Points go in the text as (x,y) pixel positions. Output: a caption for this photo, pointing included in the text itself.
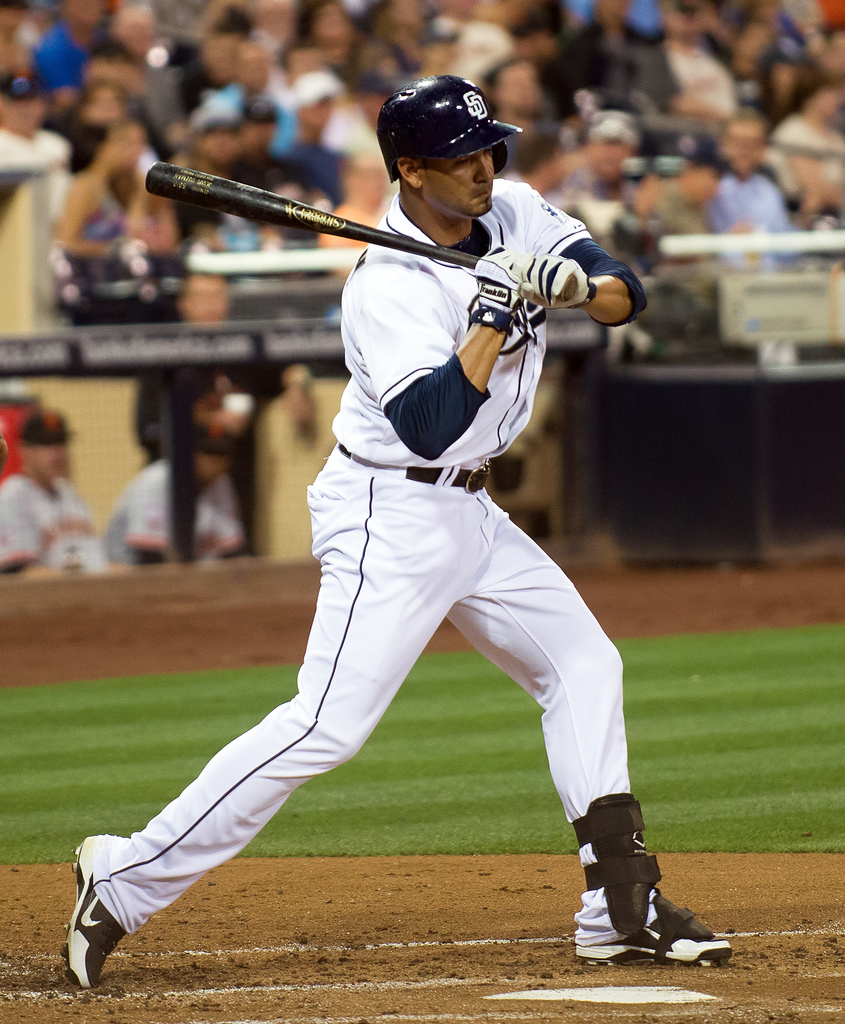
This is a playing ground (439,668). Here I can see a man (414,544) wearing white color dress (403,569), standing facing towards the right side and holding a bat (330,219) in the hands (509,316). In the background (237,96), I can see a crowd of people (622,68) and also there is a railing (137,361). On the ground (724,774), I can see the grass (715,798).
